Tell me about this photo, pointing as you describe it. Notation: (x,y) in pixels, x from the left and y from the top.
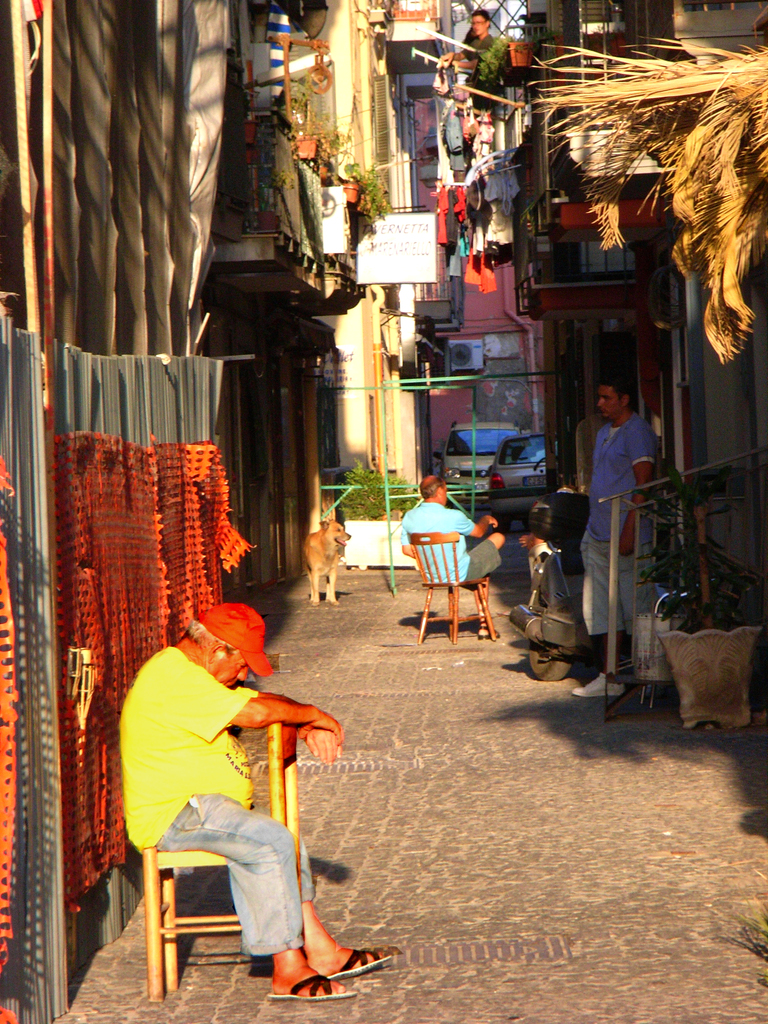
As we can see in the image there are buildings (363,336), plants (364,500), road (457,704), chairs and two people (241,792) sitting on chairs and on road (363,684) there is a dog (343,538).
